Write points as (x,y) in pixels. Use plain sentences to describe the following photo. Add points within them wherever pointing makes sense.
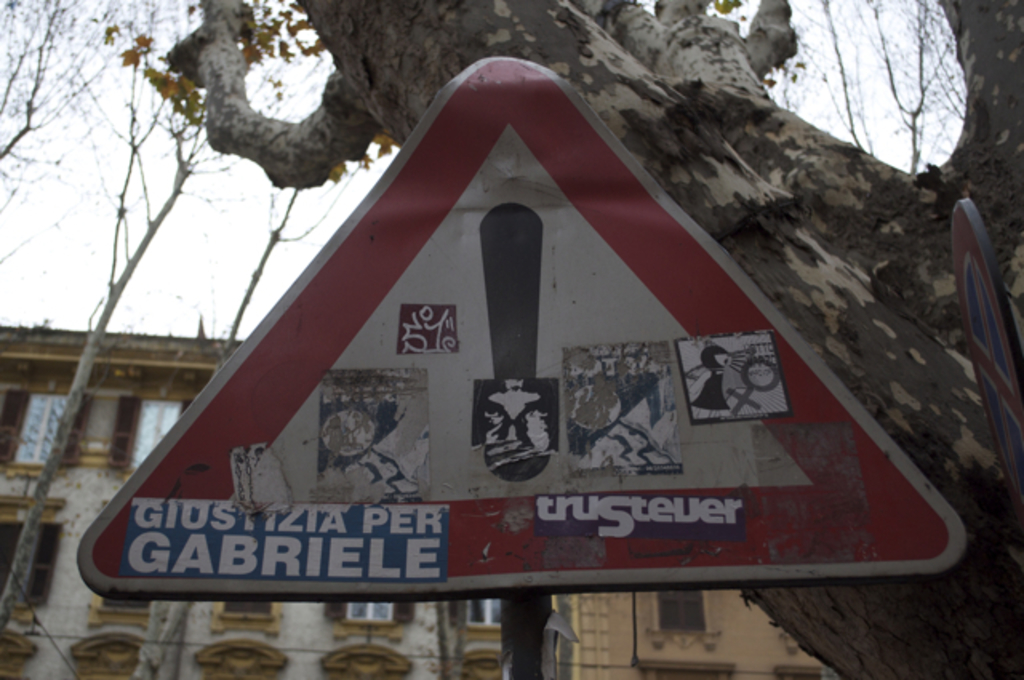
In the picture we can see a board (663,541) to the pole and some sign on it and it is triangle shape of the pole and behind it, we can see a tree (923,348) and behind it, we can see a building (29,386) with windows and glasses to it and some trees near the building (410,663) which are dried and behind the building (21,661) we can see a sky (43,240).
